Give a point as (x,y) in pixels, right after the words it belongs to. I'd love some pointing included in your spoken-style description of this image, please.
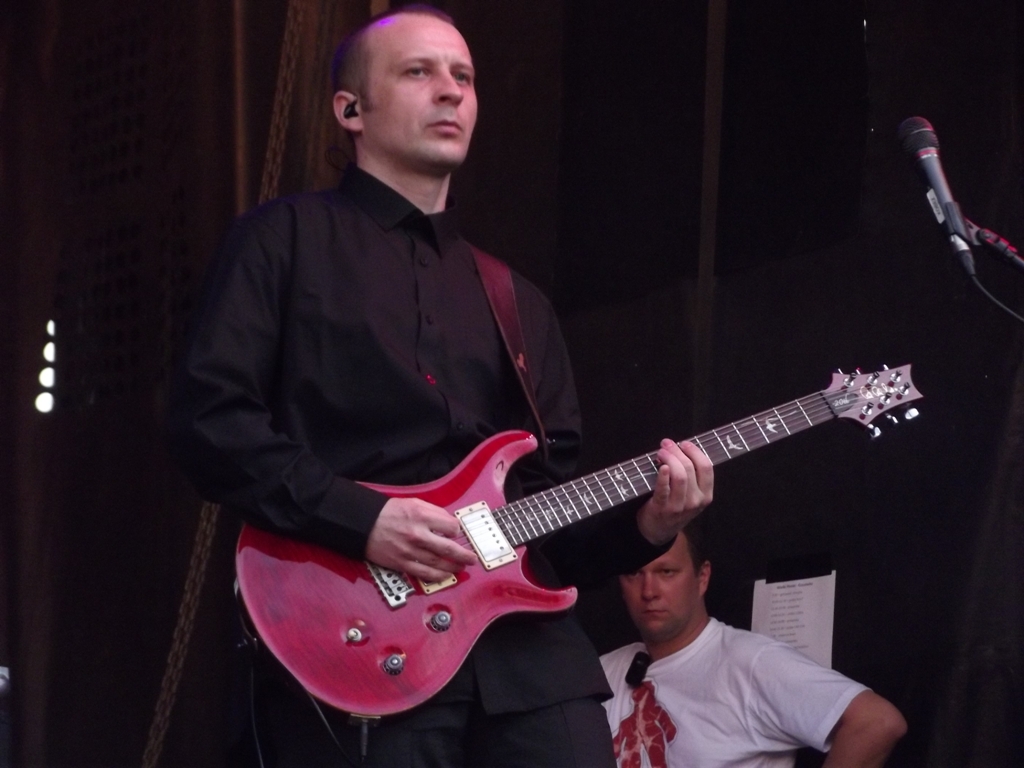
In this image I can see a man (670,471) is standing and holding a guitar (472,482). In the background (702,547) I can see one more person (898,744) and here I can see a mic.
